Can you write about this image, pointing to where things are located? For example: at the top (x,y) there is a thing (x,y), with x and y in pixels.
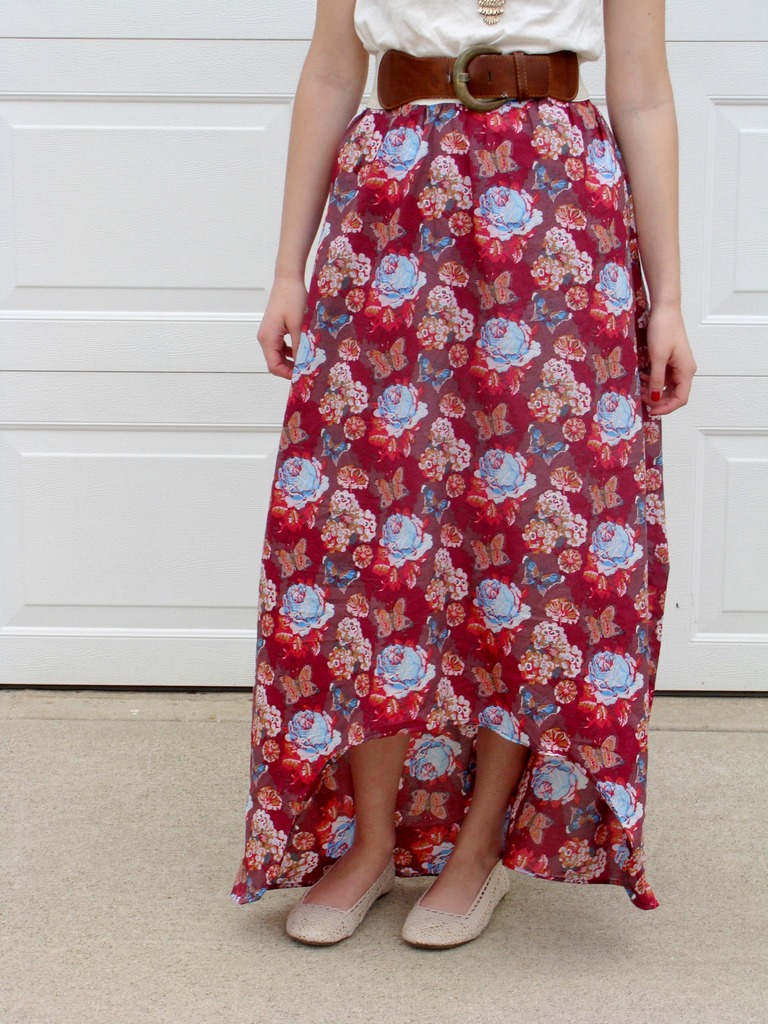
In this picture we observe a woman's skirt (490,288) and she is also wearing a brown belt (532,83).
